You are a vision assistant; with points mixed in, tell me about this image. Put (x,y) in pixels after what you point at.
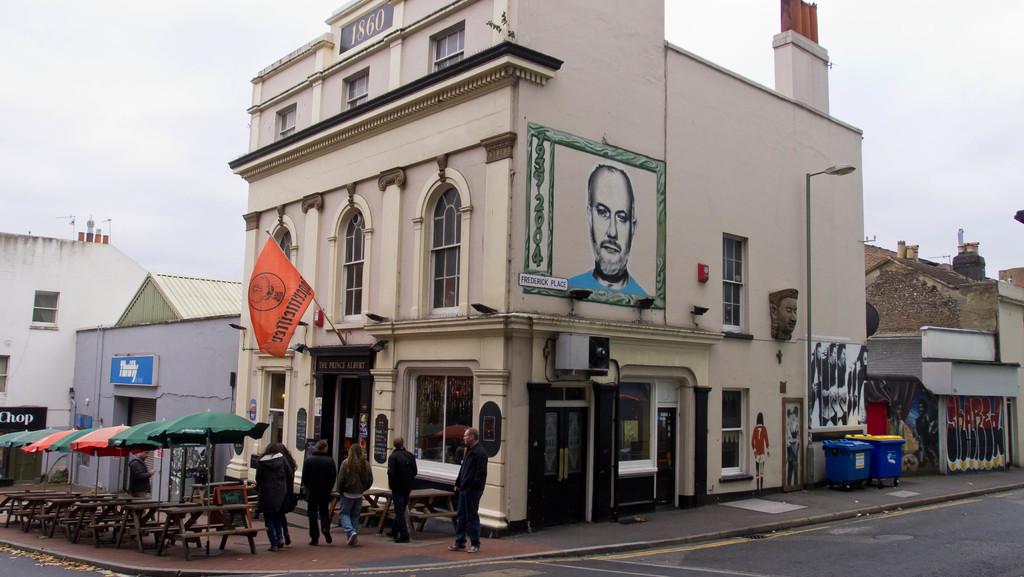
In this image we can see some people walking on the path (556,528), there are some buildings (647,351), doors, windows (439,310), also we can see few people's images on the walls (543,310), there are some umbrellas (208,479), tables (170,508), chairs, a light pole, also we can see the flag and the sky (739,62).
